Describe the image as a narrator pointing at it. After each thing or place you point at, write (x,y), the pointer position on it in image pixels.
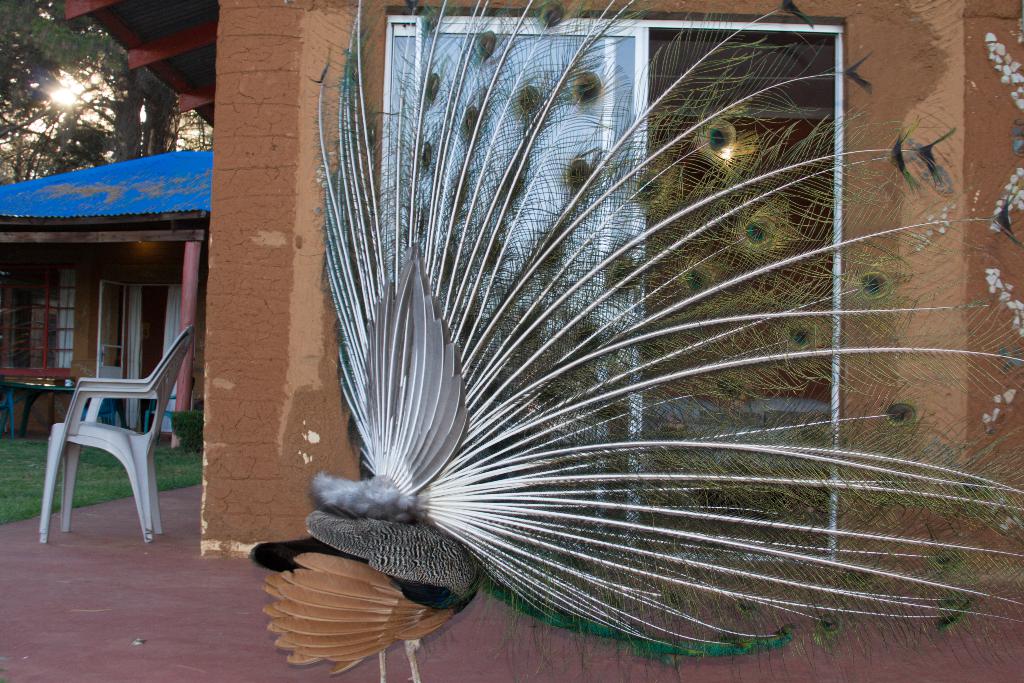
A peacock (598,124) opens its feathers (649,405). Beside this wall (248,335) there is a chair (172,365). This is a house (198,208) with blue roof top (163,205) and door (116,335). Far there are trees (78,118).
